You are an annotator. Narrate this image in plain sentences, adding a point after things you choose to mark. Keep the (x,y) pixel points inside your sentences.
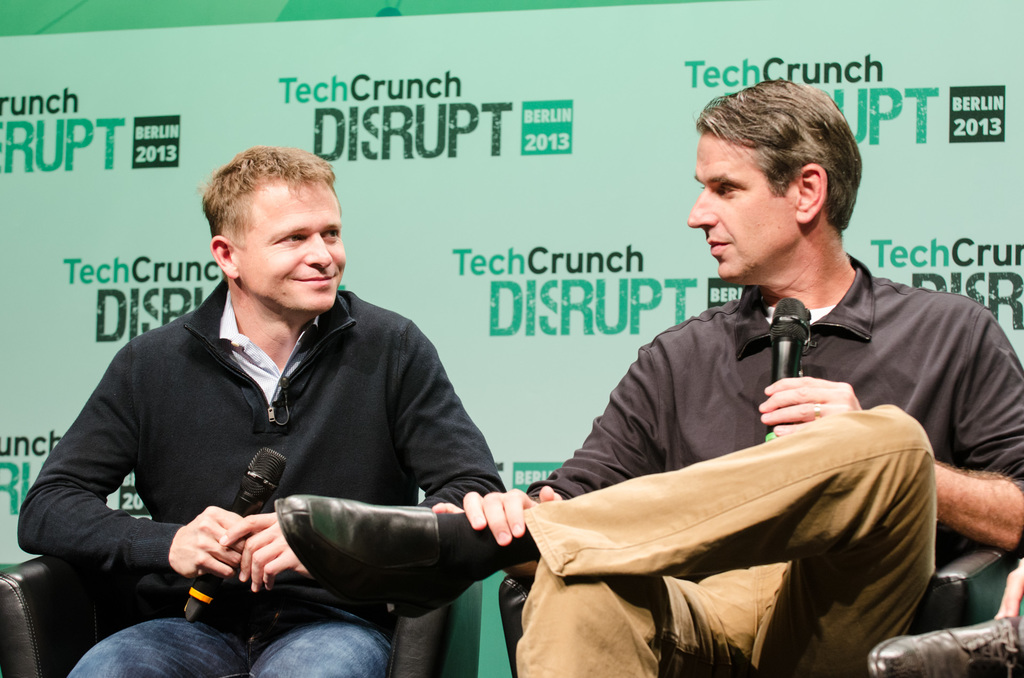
In this picture there are two men (331,471) sitting on chairs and holding microphones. In the background of the image (552,204) we can see hoarding (549,228).
